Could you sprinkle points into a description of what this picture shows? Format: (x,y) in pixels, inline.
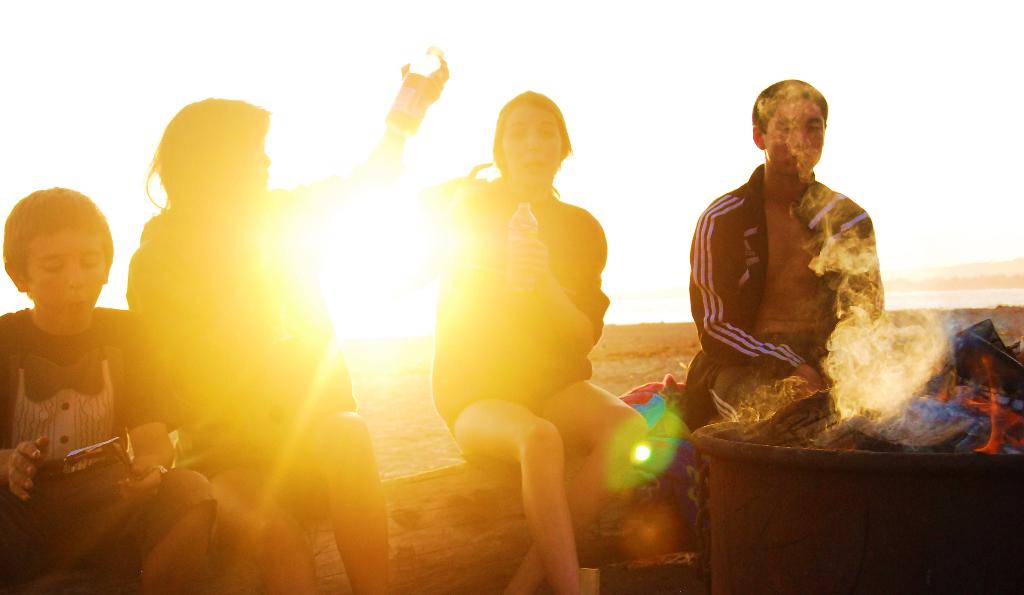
Here in this picture we can see a group of people (270,343) sitting on a wooden log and in front of them we can see a fireplace (871,419) present on the ground (643,361) and behind them we can see sun (407,264) present in the sky (366,288) and we can see the two women (305,287) in the middle (528,236) are holding water bottle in their hands (539,252).
